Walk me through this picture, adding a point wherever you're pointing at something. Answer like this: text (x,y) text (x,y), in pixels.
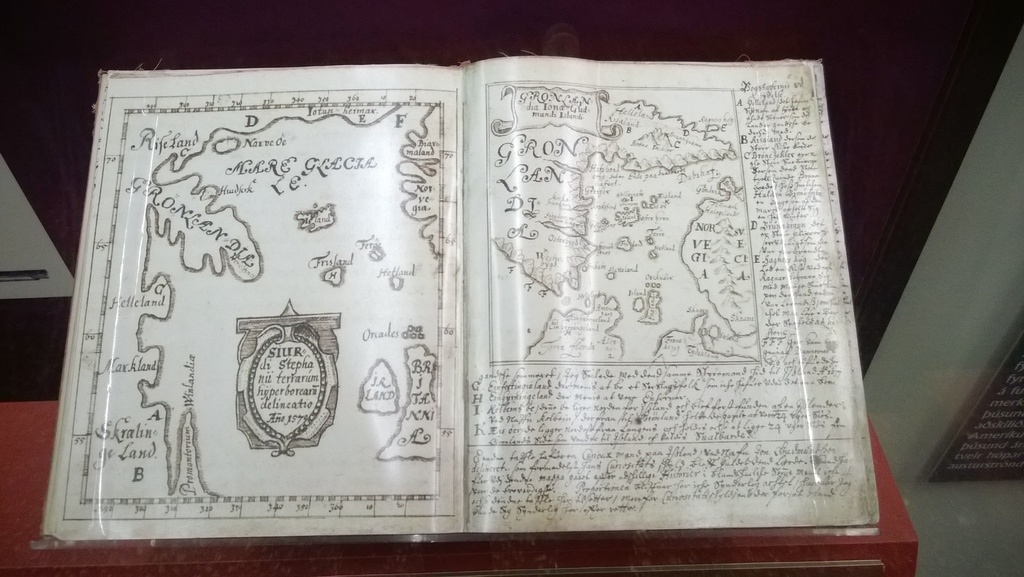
In this picture, it seems like a book (402,230), where we can see pictures (278,340) and text (392,335) and the background (451,3) is not clear.
